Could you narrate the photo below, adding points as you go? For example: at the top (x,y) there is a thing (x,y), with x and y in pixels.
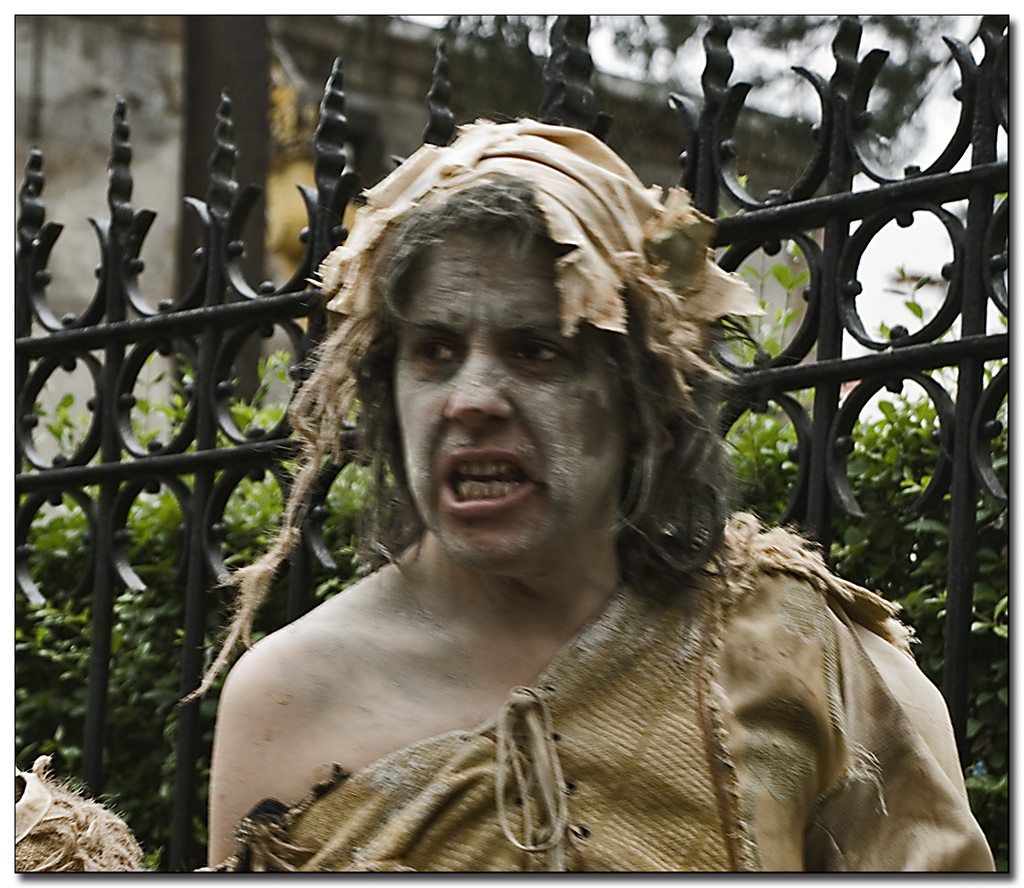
In this picture there is a person (532,442) and we can see mud (572,415) on person face (557,424). We can see grille (196,721), through this grille (185,730) we can see plants (149,574). In the background of the image (903,90) it is blurry.
